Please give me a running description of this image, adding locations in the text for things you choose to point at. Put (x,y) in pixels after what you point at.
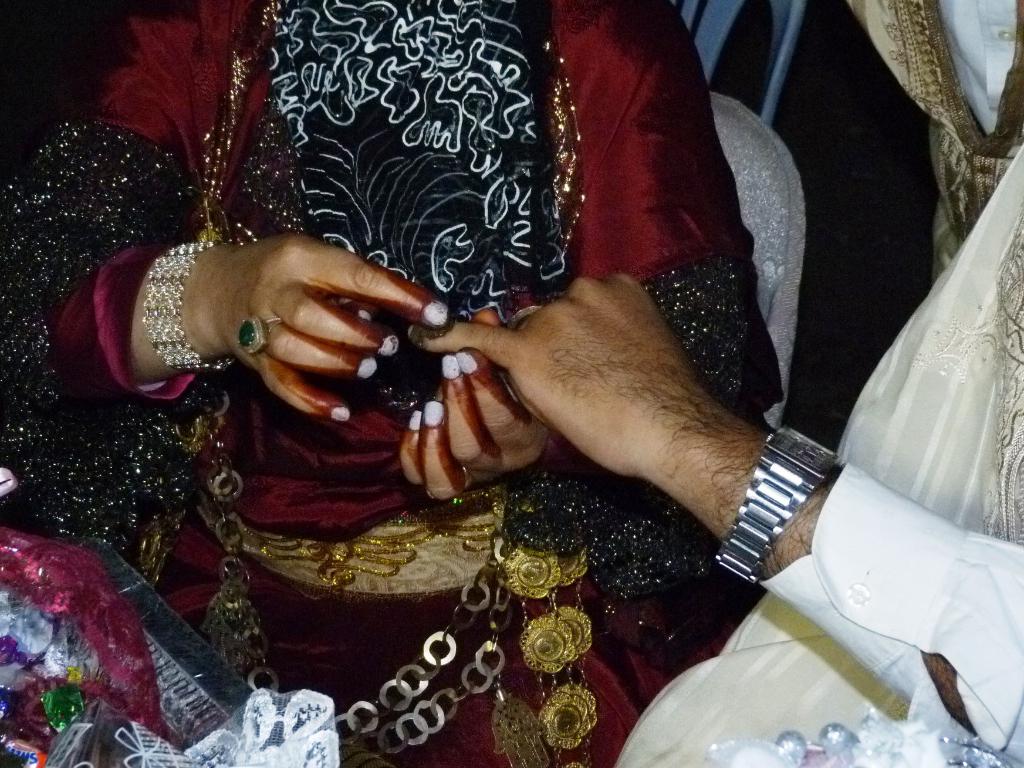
In this picture I can see a woman (498,281) and a man (812,546) in front (321,200) and I see that this woman (281,236) is holding the finger (507,338) of this man (630,385) and I see the watch (770,442) on the hand (724,462) of this man (750,465).
